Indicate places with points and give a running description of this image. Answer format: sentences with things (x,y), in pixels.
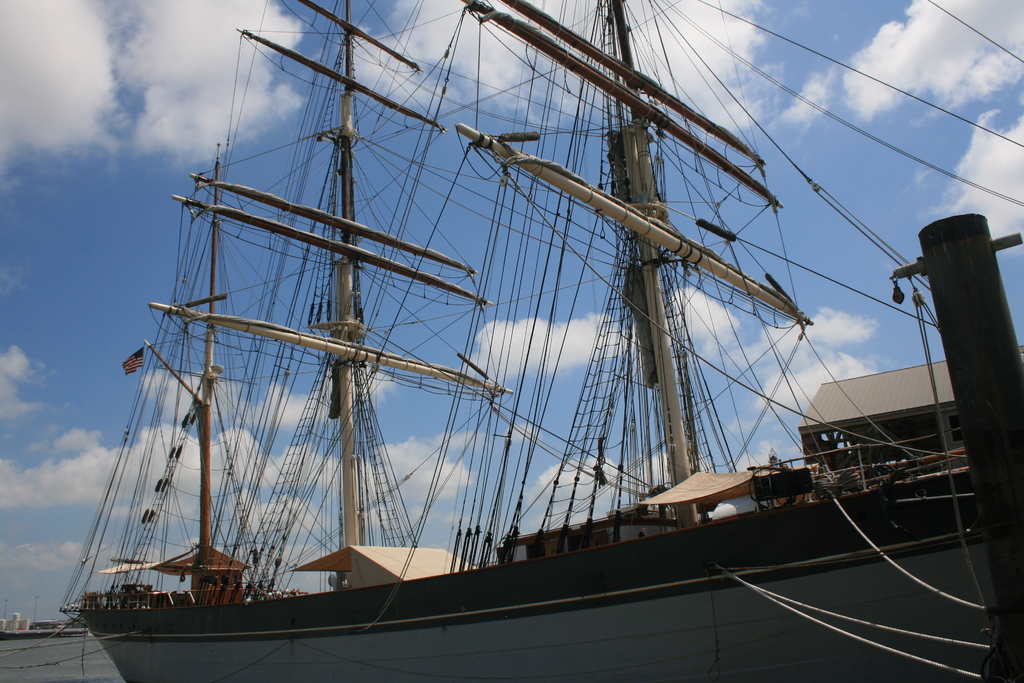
In this picture we can see a ship (383,650). There are a few poles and other objects (499,542) in these ships (609,514). There is a shed (885,371) on the right side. We can see some buildings (15,620) on the left side (39,622). Sky (97,237) is blue in color and cloudy.
